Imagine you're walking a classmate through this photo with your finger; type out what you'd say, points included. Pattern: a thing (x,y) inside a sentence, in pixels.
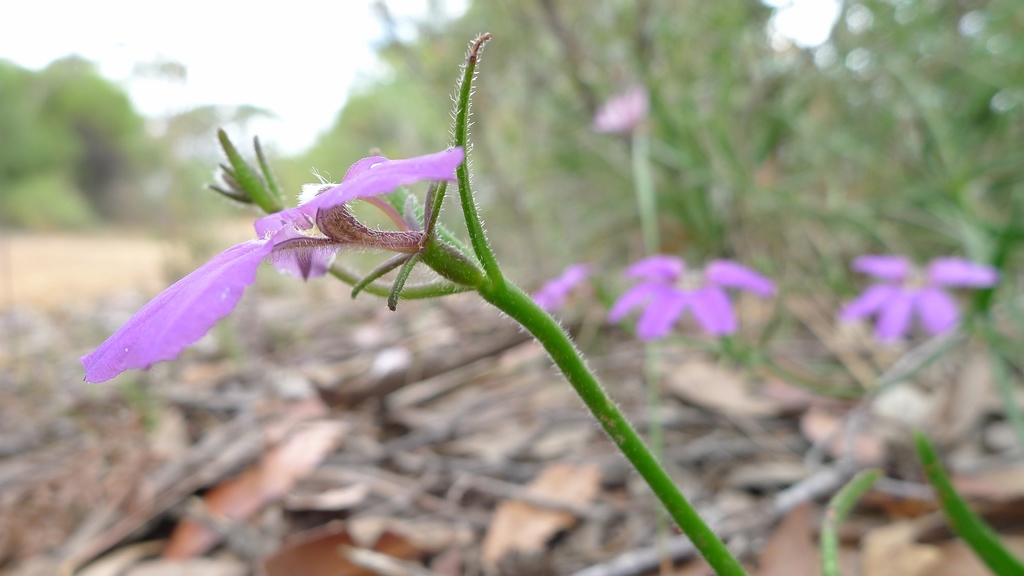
In this picture we can see flowers (619,126) and stem (487,296). In the background of the image (477,307) it is blurry.
